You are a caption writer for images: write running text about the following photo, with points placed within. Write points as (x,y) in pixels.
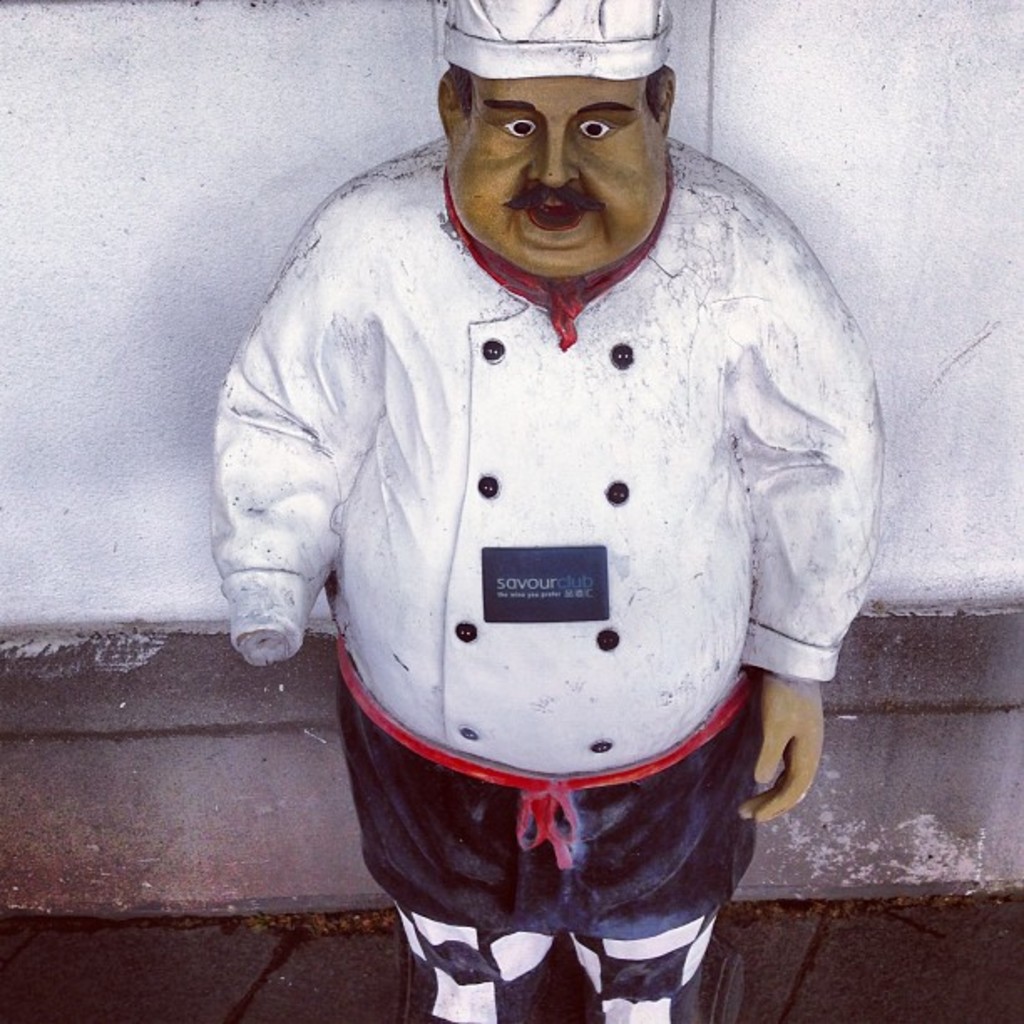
In this image there is a human statue (572,720) on the floor (841,972). Behind it there is a wall (1010,569). He is wearing a white top (553,442) and a cap (661,33).
